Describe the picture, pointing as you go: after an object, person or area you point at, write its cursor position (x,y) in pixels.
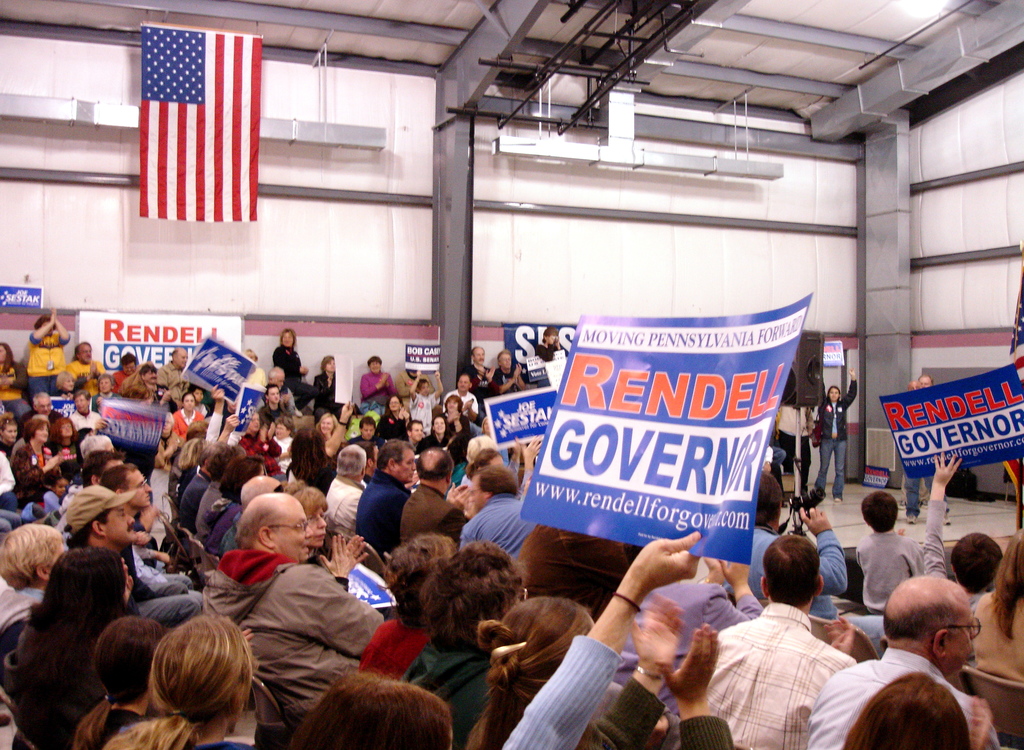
In this picture we can see a group of people (356,493), posters (979,429), camera (793,498), chairs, flag (222,128) and in the background (582,145) we can see rods (557,125), walls (307,266) and some objects (533,153).
